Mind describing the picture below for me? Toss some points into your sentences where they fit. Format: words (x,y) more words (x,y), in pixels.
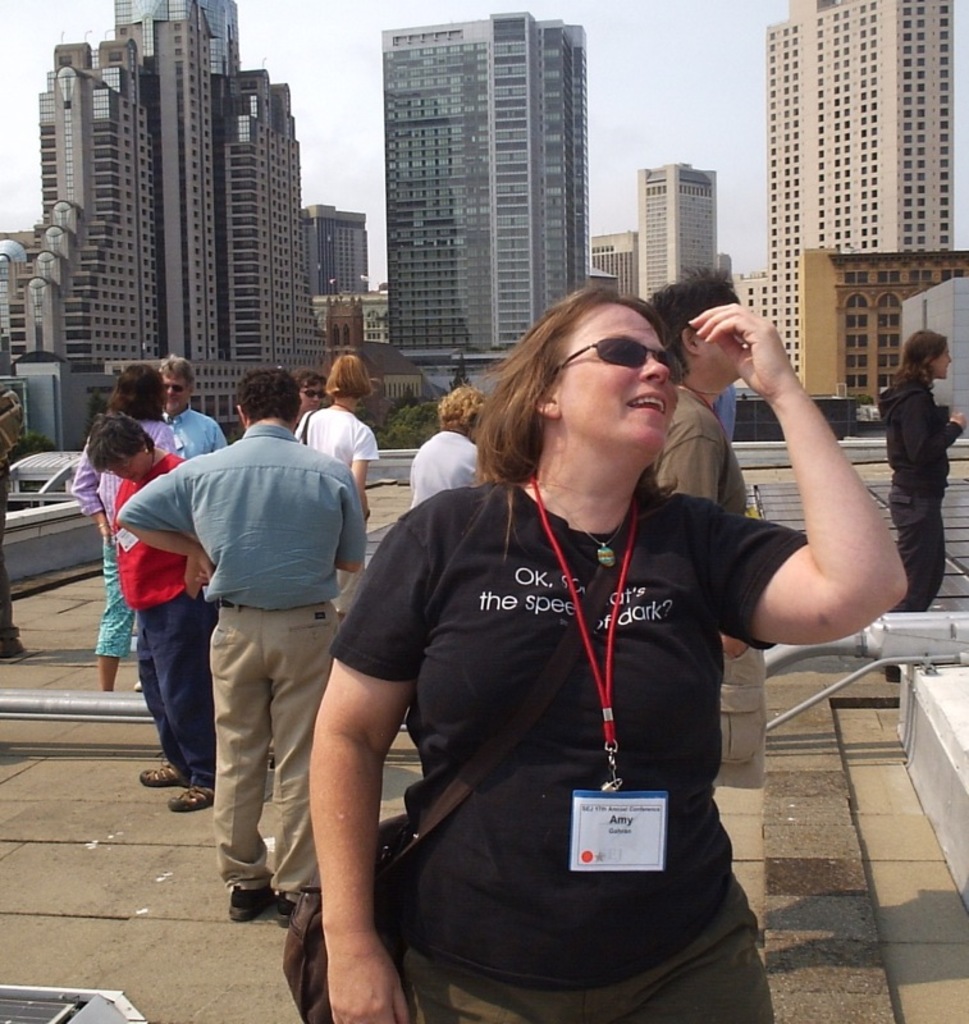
In this image, I can see a group of people (531,456) standing. In the background (114,371), there are buildings (475,249) and the sky (369,80).
